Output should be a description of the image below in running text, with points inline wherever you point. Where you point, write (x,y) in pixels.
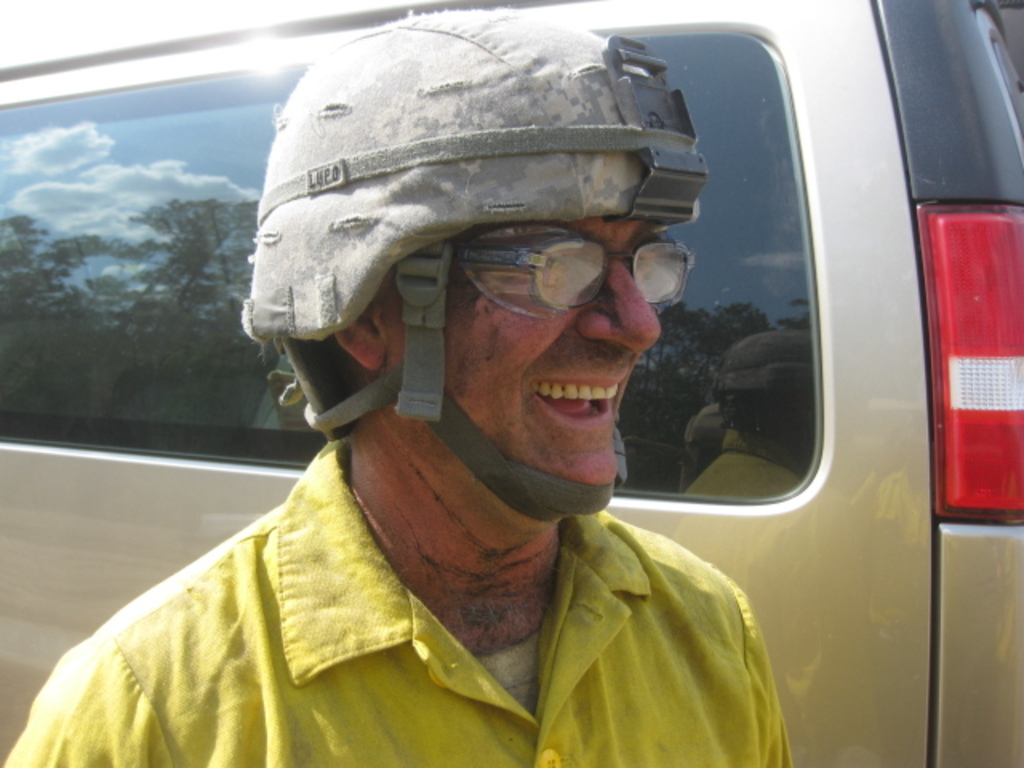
In this image we can see a man (518,432) is smiling, he is wearing yellow color shirt (416,665) and helmet (485,161). Behind one car (841,360) is there.
